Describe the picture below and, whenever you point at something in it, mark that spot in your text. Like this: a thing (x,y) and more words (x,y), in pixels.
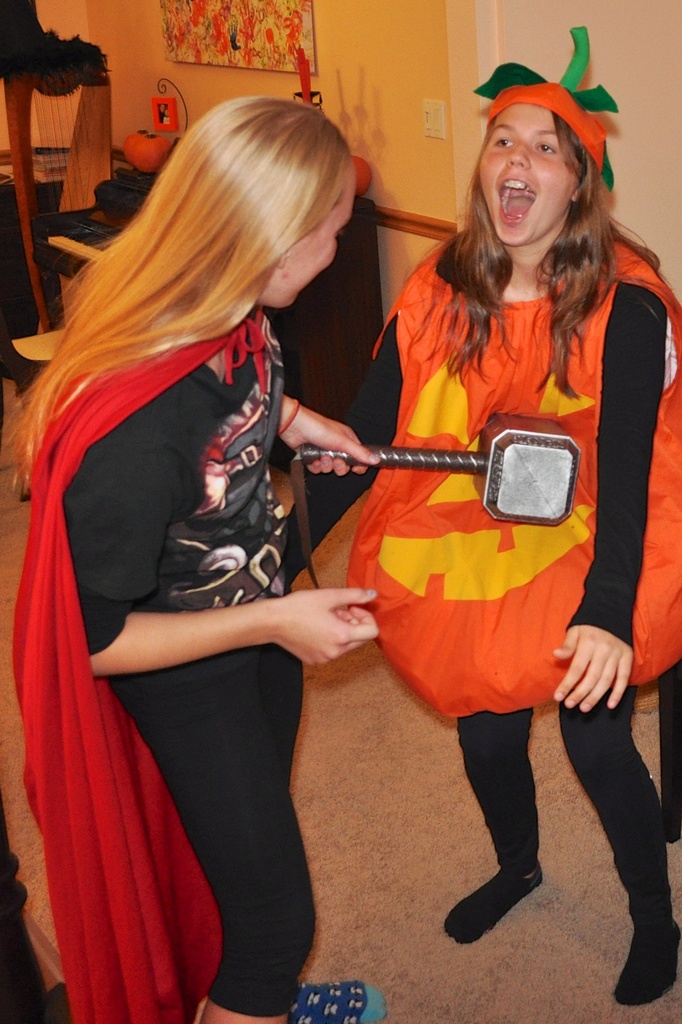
In this picture we can see two women (553,381), in the left side of the given image we can see a woman (148,438) she is holding a hammer (547,500), in the background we can find a painting (276,43) on the wall (387,65), and also we can see a keyboard (62,257).
